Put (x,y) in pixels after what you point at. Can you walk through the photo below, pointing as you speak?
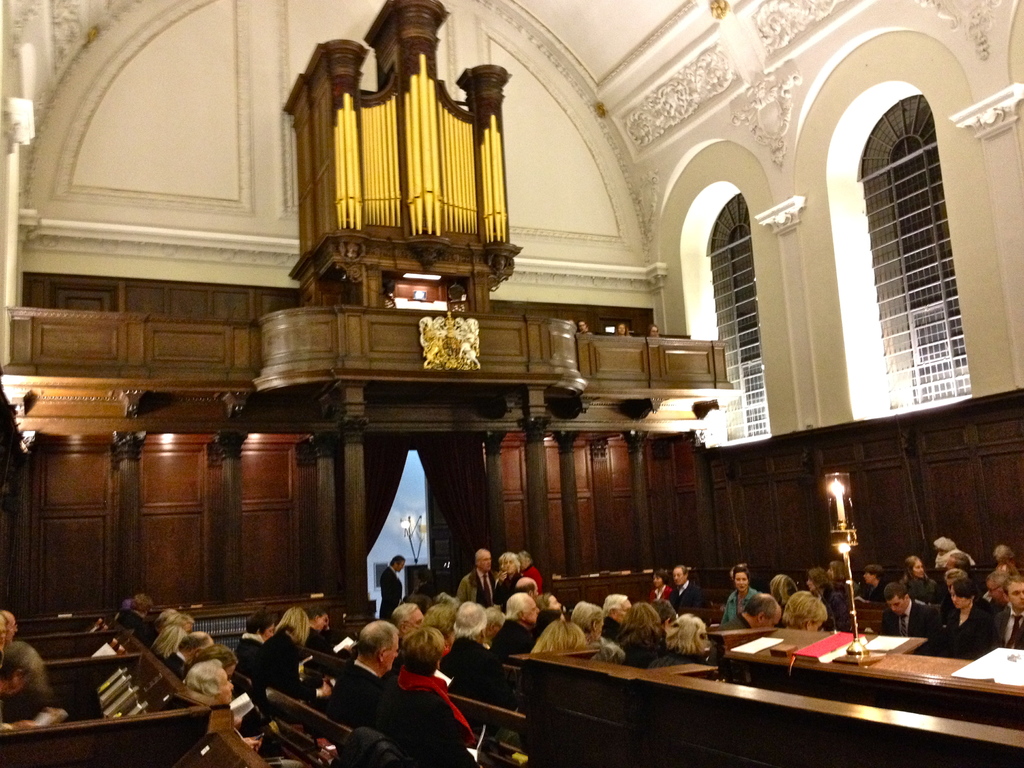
In this picture we can see some people (459,683) are sitting, there is a table (949,700) and a candle (842,515) on the right side (874,649), we can see some files (843,645) on the table (910,671), there are some people (485,564) standing in the middle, there are pillars (327,526) in the background (640,477).
